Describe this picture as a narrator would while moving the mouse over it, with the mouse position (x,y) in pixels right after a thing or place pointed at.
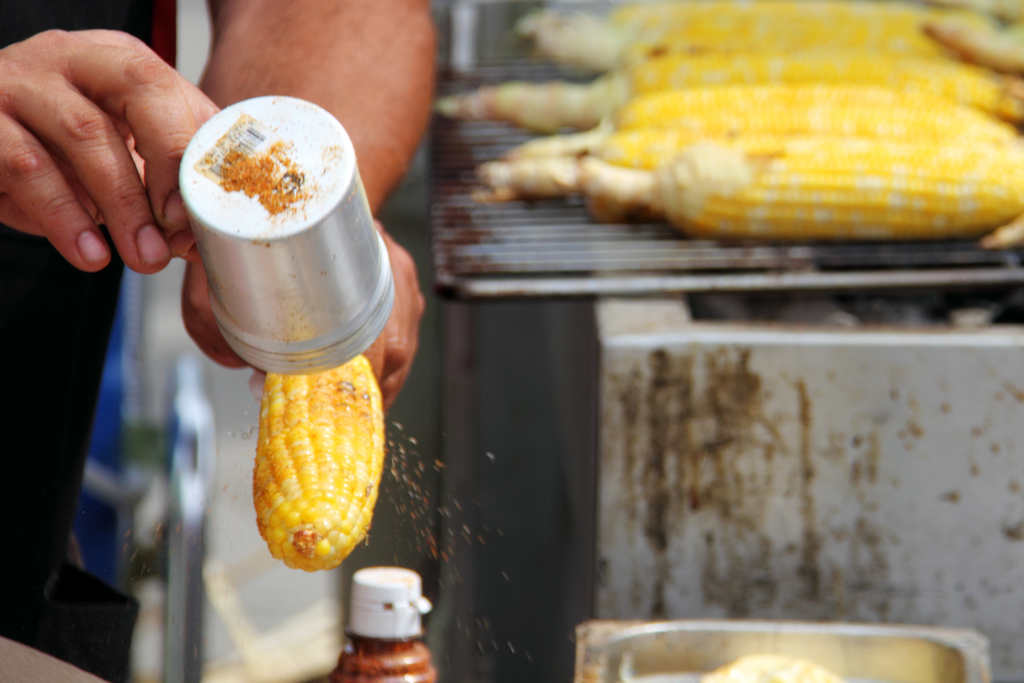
In this image we can see there is a person (179,209) standing and holding an object (335,299). At the back (444,434) there is a wall (810,381), on the wall (869,555) there is a grill (664,243) and some food items (675,125). And at the back (543,633) it looks like a blur.
